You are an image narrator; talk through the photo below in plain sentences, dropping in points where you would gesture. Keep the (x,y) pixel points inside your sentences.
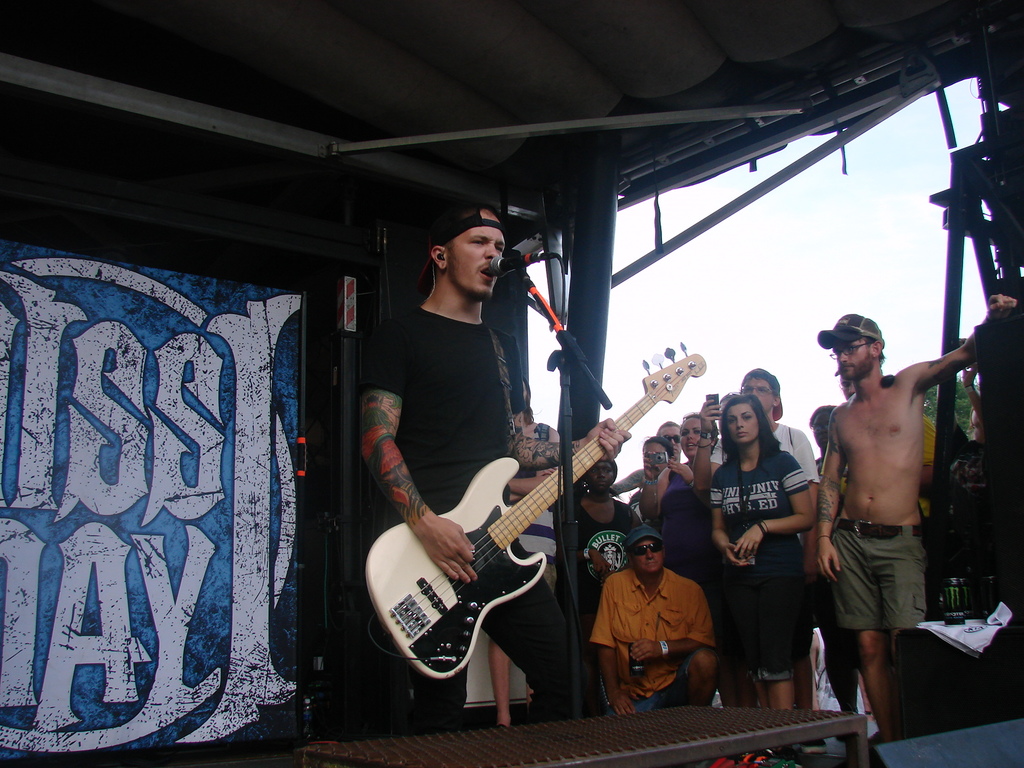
In the middle of this image (427,406) I can see a man (431,448) wearing black color dress (425,404) and standing. He's holding a guitar (500,507) in his hands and it seems like he's singing a song. In front of this person (483,233) there is a mike stand (566,352). On the bottom of the image (576,734) there is a table (686,736). Beside this person (475,416) there are few people (757,480) standing and looking at this person (452,361).
